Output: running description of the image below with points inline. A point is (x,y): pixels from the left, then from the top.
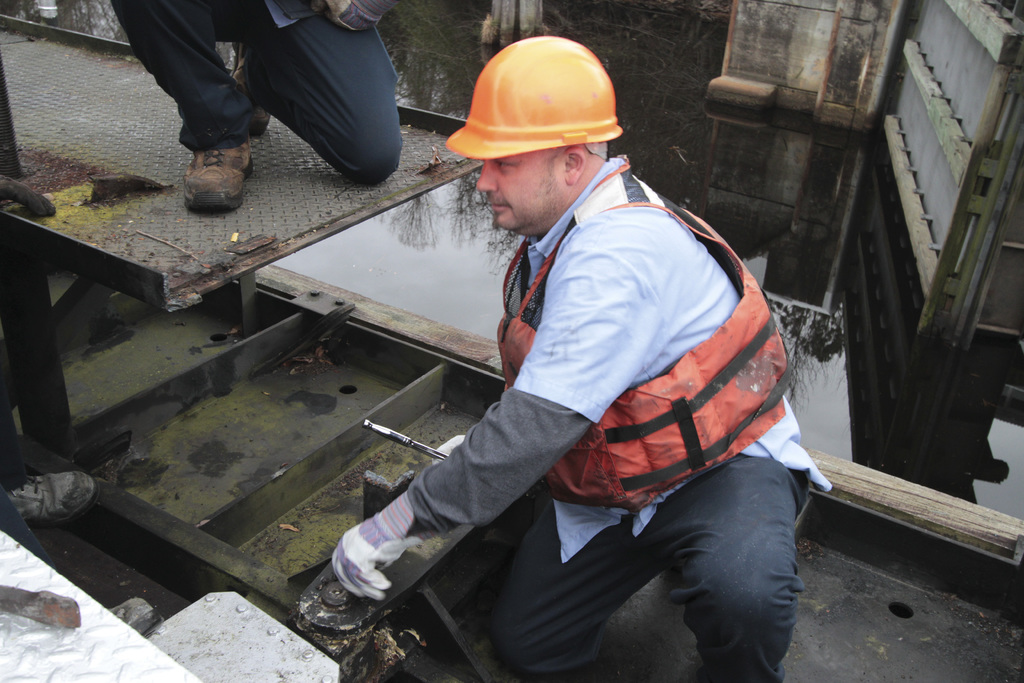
A person (610,377) is present wearing helmet (524,87), safety jacket (577,480) and gloves (369,564). Behind him there is another person (189,41). At the back (401,98) there is water (753,187) and trees (439,30).
